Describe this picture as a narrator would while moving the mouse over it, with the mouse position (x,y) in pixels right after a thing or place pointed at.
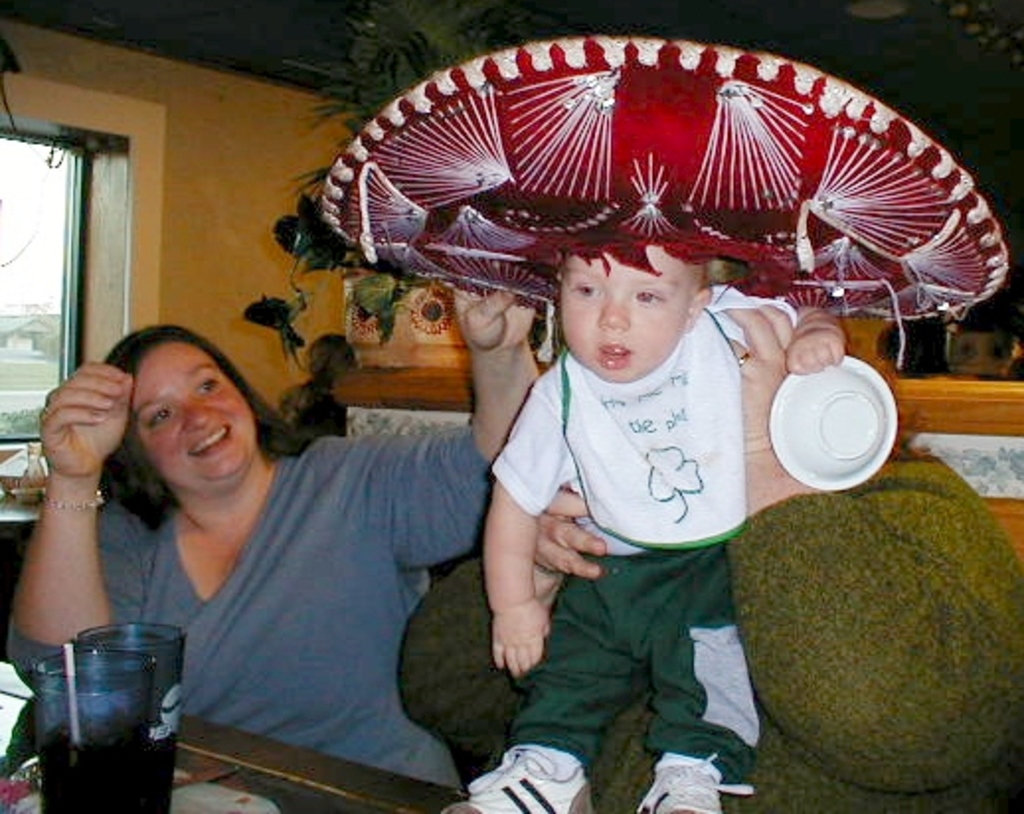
In this image, we can see two persons (222,653) are sitting. Here a person (822,629) is holding a baby (669,535) and the other person (297,580) is holding a hat (762,244). At the bottom of the image (327,802), there is a table (318,779) and glasses (118,729) with drinks (137,769). Here a baby (617,523) is holding a bowl (804,452). In the background (298,420), we can see plant (335,72), people (303,418), wall (243,276), glass window (31,273) and few objects (12,479).
